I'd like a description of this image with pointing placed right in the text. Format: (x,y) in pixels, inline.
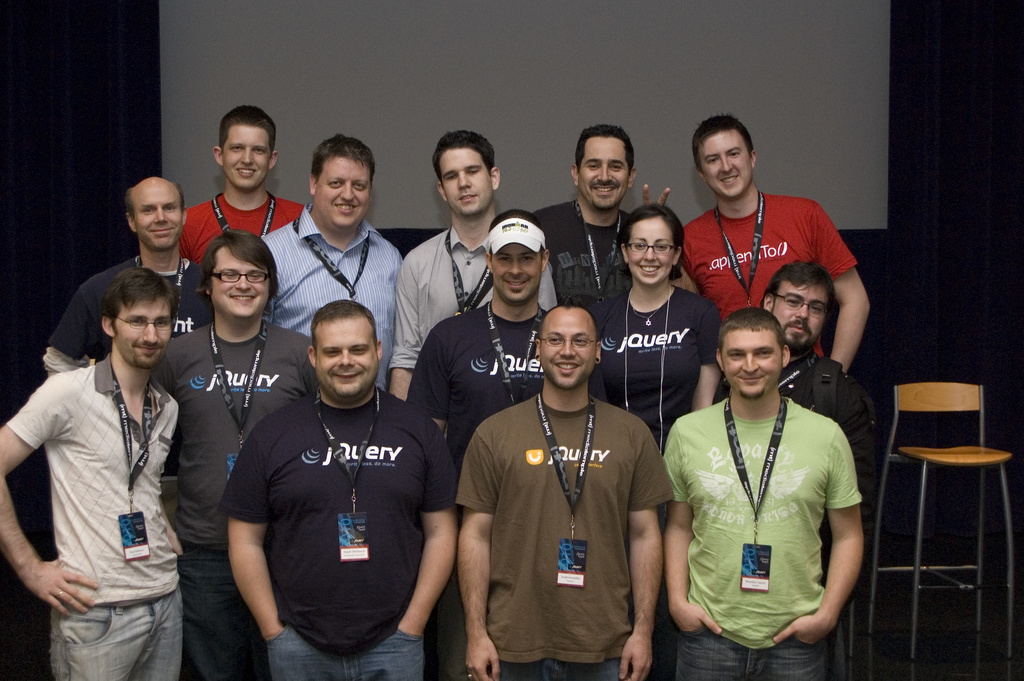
A group of men (248,188) and a woman (651,229) is posing to camera.
